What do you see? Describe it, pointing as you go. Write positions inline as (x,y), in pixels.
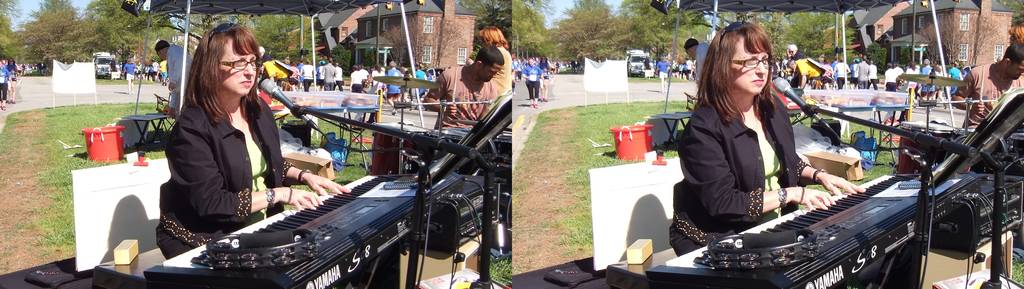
In the image we can see collage photos, into collage photos we can see a woman (753,131) sitting, wearing clothes (774,163), spectacles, wrist watch (788,194) and she is playing musical instrument (837,212). Here we can see grass (588,111) and there are many other people (166,67) standing and some of them are walking. Here we can see the building (434,35), trees (47,40) and the sky (11,16).
